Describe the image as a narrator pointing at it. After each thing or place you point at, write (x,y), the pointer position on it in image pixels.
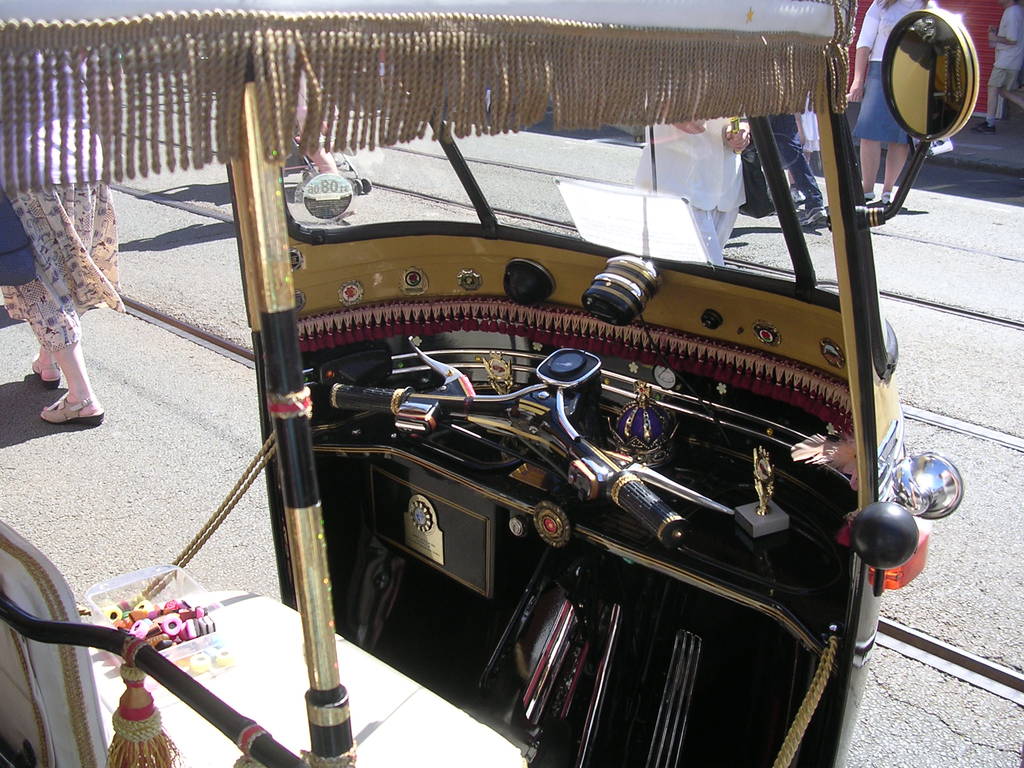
There is a vehicle (623,380) on the road (938,409). Here we can see few persons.
